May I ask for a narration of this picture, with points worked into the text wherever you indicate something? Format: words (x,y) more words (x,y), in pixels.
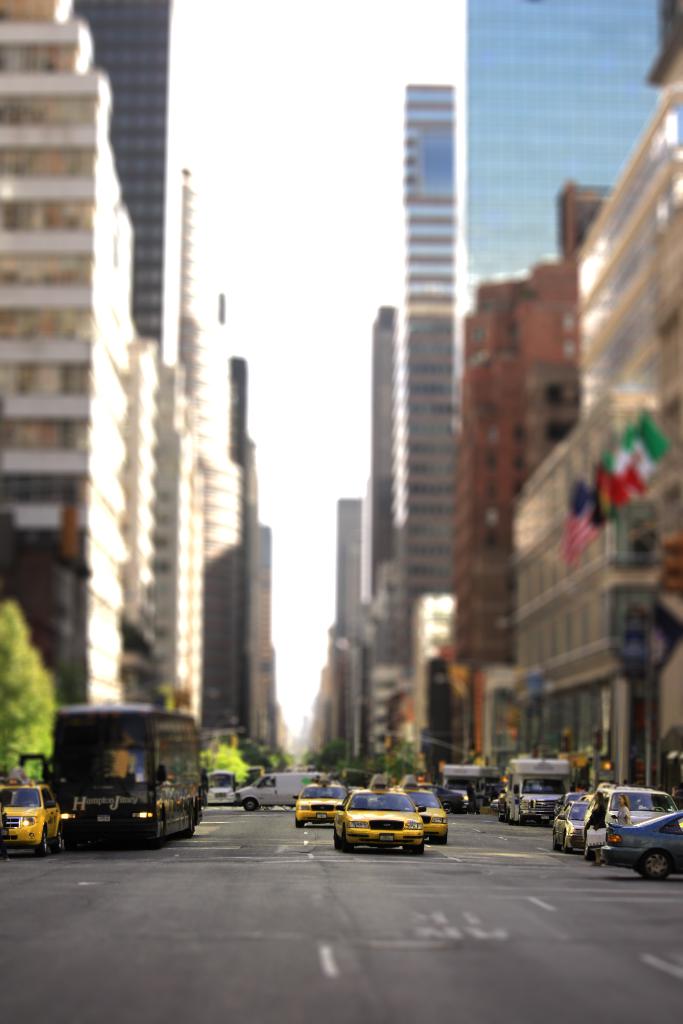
In this image we can see the view of a street (365,898). In the street (358,892) there are buildings (564,472), sky (308,239), flags (603,501), trees (236,764), bushes (245,756) and motor vehicles (103,804) on the road (295,826).
